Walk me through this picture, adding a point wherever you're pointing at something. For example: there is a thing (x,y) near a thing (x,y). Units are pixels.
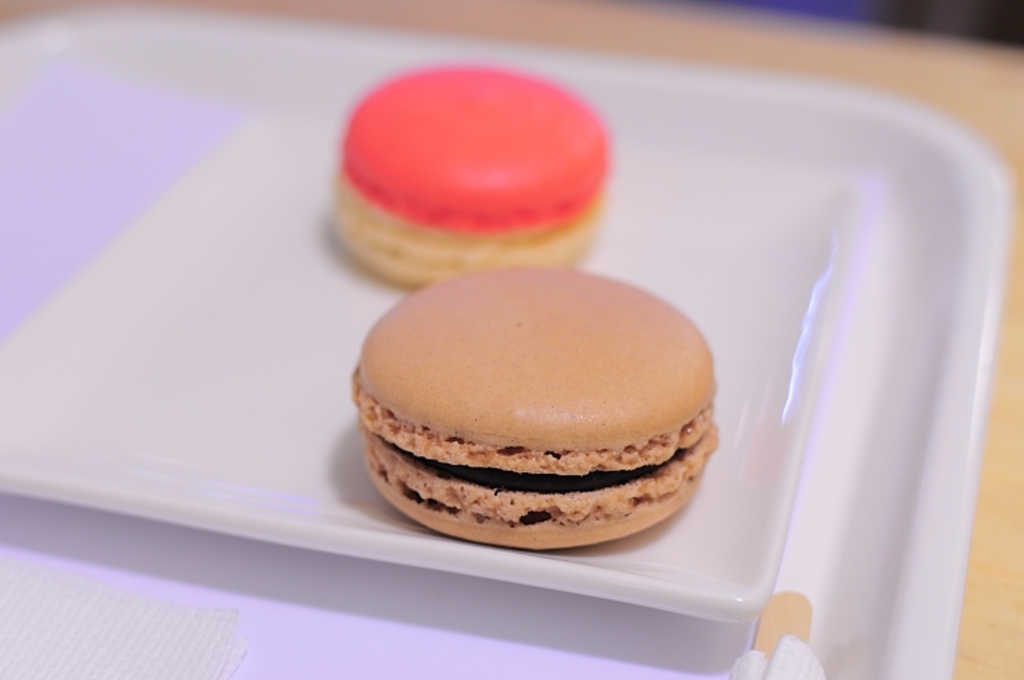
In the center of the image (462,267) we can see biscuits (599,426) in plate (641,202) placed on the table (676,24).
